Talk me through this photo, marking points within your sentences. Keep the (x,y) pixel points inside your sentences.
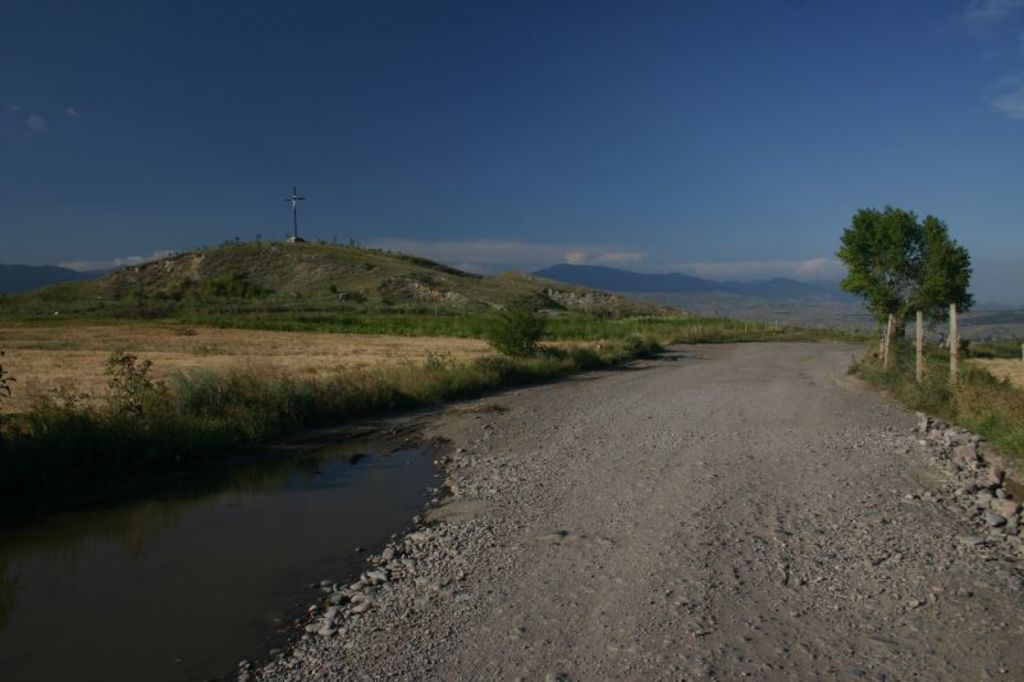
Here in this picture we can see water (301,494) present at some place and we can also see some part of ground (455,403) is covered with grass (388,347) and we can see plants (519,317) and trees (865,288) present and in the far we can see mountains (241,272) present, that are covered with grass (319,321) and plants (319,321) and in the middle of it we can see a Christianity symbol (298,202) present and we can see clouds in the sky (420,190).
